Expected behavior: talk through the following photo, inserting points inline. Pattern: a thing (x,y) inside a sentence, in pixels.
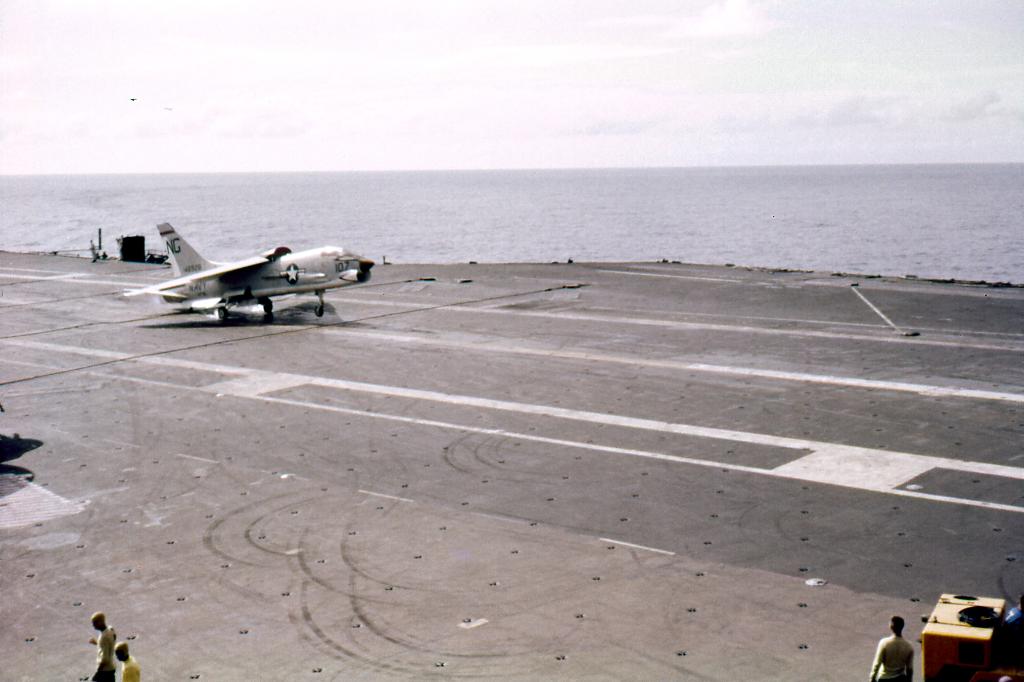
In this image we can see an aeroplane (225,313) on the war ship (721,392). At the bottom of the image (125,657) we can see persons (881,657). In the background (348,201) there are clouds (810,77), sky (625,144) and water (711,214).
